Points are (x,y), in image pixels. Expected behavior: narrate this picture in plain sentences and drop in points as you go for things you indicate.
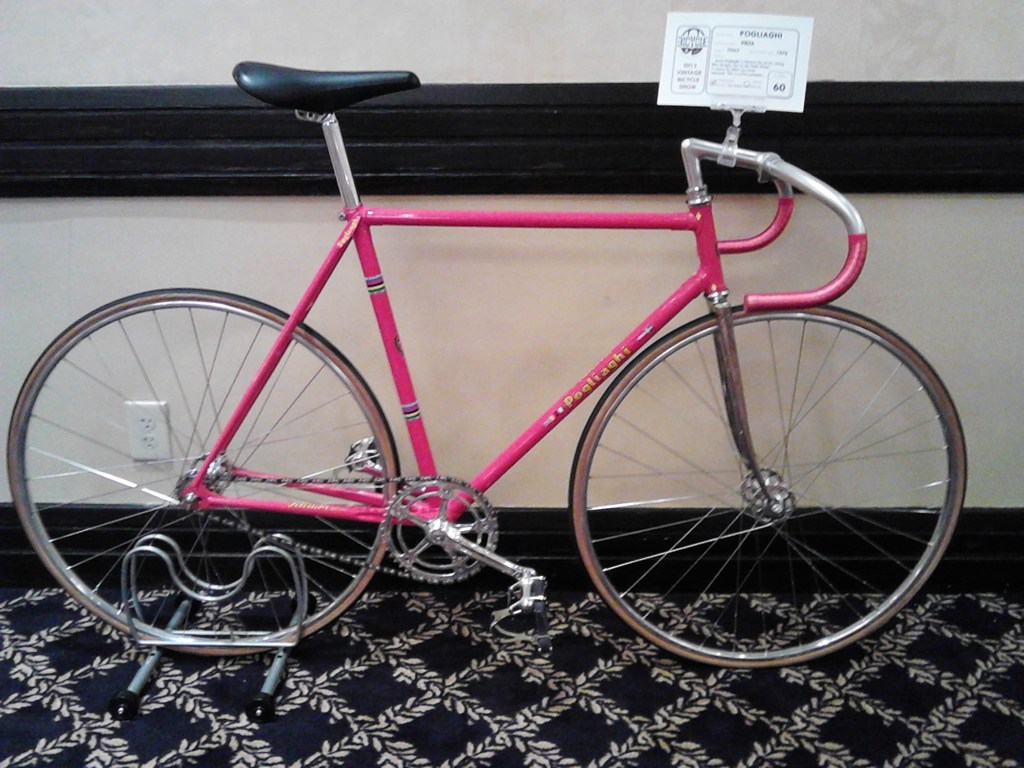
In front of the image there is a cycle (55,556) with a board (744,93) on it. Behind the cycle (304,74), there is a switchboard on the wall (231,348). At the bottom of the image (511,699) there is a mat (399,708) on the floor (219,669).
